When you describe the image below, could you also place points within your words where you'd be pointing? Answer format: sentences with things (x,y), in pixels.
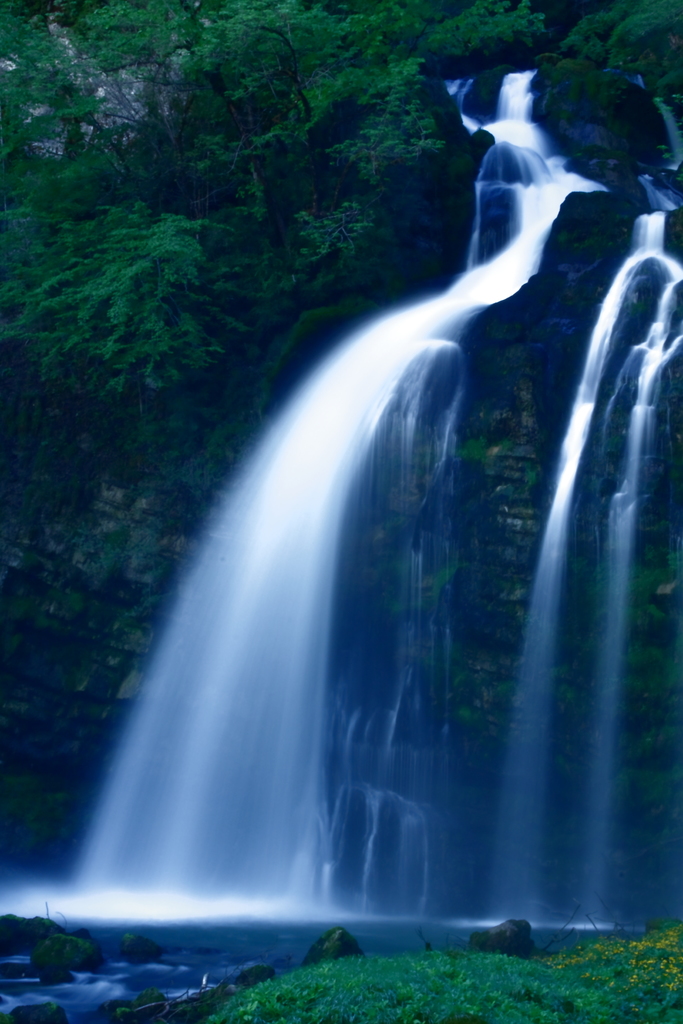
In this image I can see in the middle (395,347) it is the waterfall (308,537). At the top (247,170) there are trees (270,275).
